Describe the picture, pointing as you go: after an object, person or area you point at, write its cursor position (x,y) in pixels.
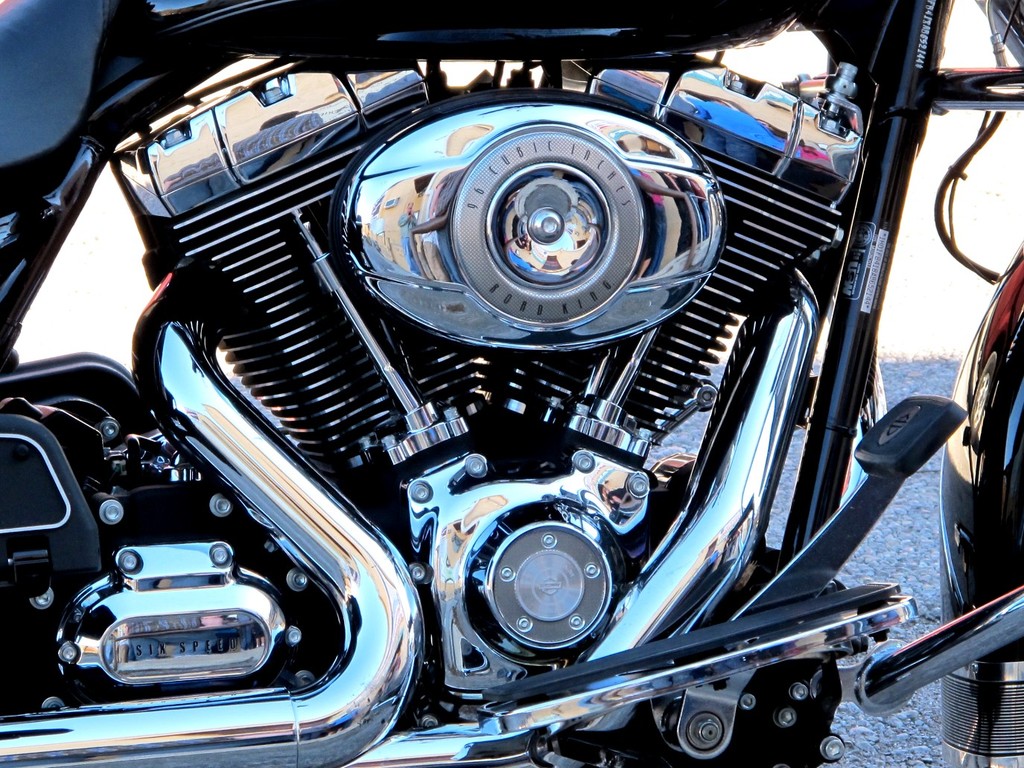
In the image there is a motorcycle parts (37,199) with engine (696,202), cooling fins (741,282), exhaust pipe (271,765), gear (796,581), rods (843,365), nuts (135,558) and some other parts (637,693). And also there are wires (949,181).
